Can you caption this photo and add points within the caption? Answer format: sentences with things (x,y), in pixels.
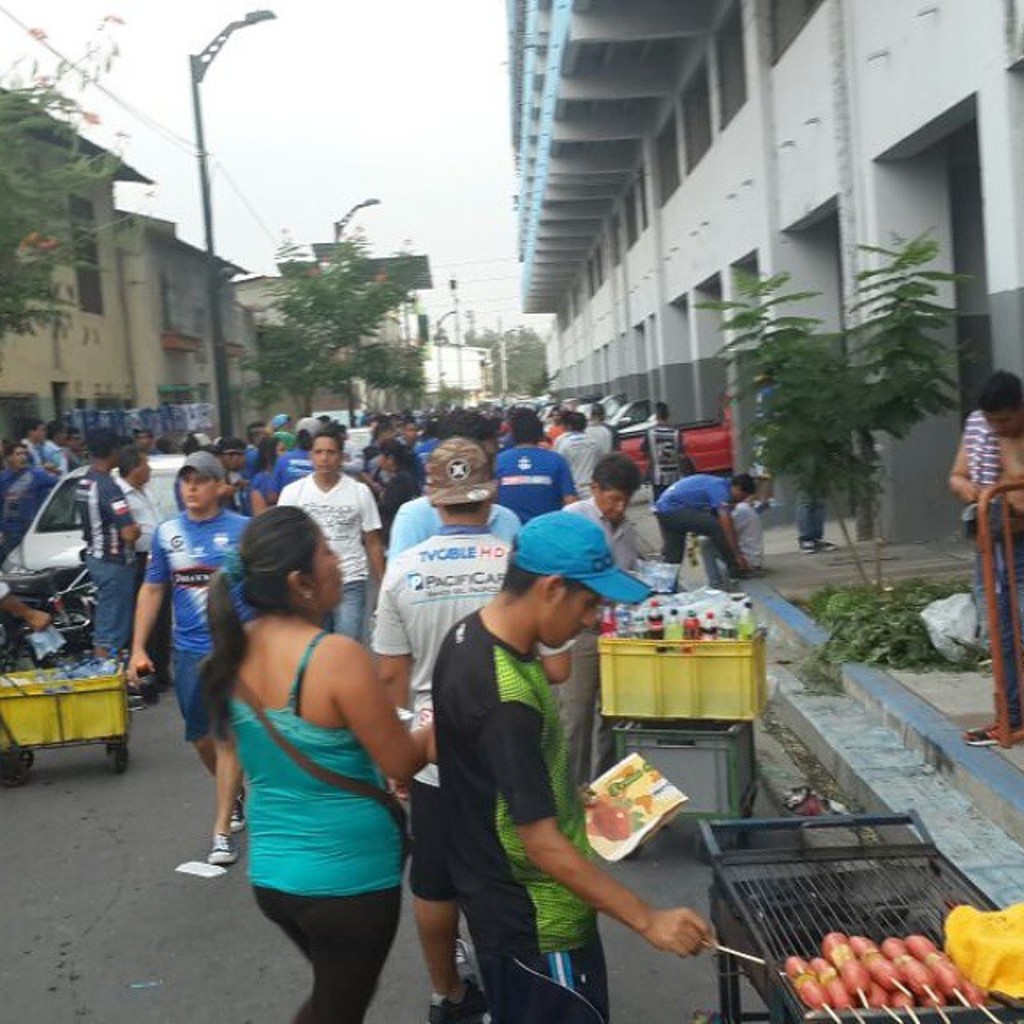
In this image I can see group of people (539,809), some are standing and some are walking. In front (787,910) I can see few food items (932,1007) on the grill (758,910) and I can also see few bottles (624,622). In the background (350,302) I can see few light poles (453,281), trees (72,237) in green color, few buildings (143,312) and the sky (374,117) is in white color.
